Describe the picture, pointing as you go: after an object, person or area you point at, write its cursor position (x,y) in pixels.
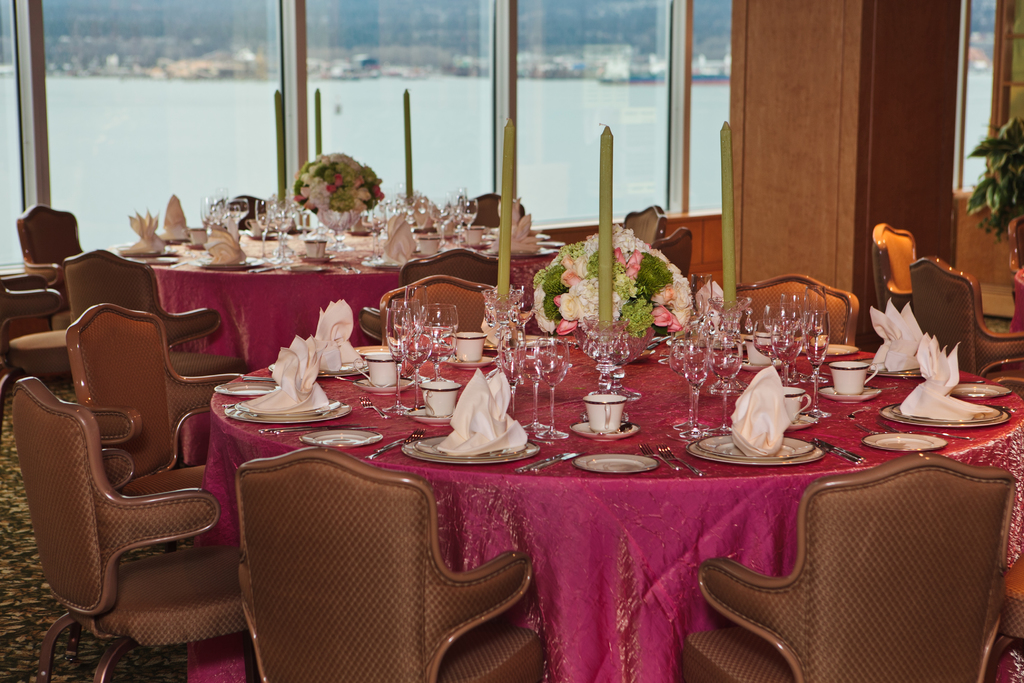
In this image we can see tables (351,449) on which there are paper napkins (490,416), crockery (592,430), cutlery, candle holders (608,366), glass tumblers (440,348) and bouquets (617,288). The tables (295,317) are surrounded by chairs (349,526) on all their sides. In the background (423,141) we can see pillars (815,150), plants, water (155,114) and buildings (615,52).
